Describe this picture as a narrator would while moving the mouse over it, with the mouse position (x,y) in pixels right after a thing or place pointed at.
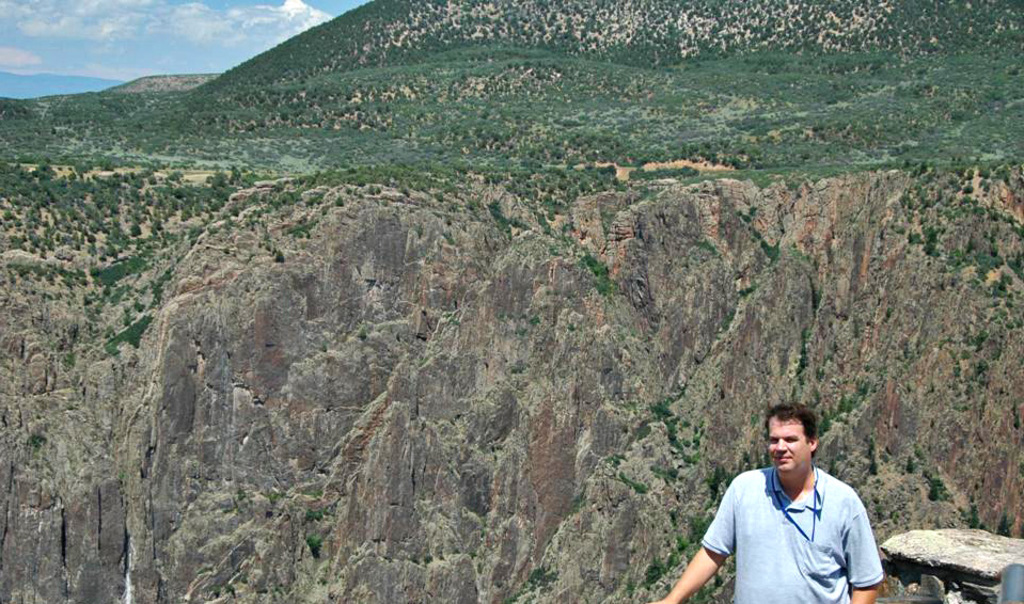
In this image I can see person (808,520) standing. And there is a stone (931,530). And at the background (354,106) there is a mountain (616,300) and on that there are plants (323,45). And at the top (170,35) there is a cloudy sky (100,14).
